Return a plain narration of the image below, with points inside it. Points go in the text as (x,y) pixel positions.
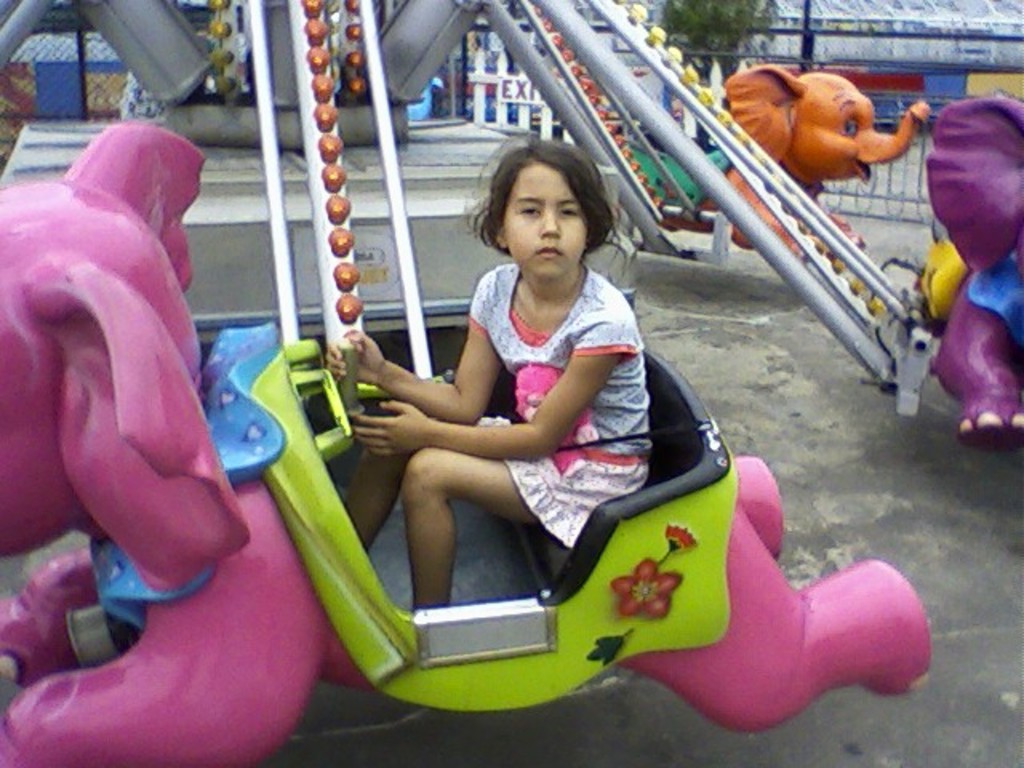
This picture looks like a girl (620,375) sitting in the amusement park ride (277,370) and I can see a tree (717,34) in the back (701,39) and I can see metal fence (899,115) and a board (527,107) with some text (521,92).
